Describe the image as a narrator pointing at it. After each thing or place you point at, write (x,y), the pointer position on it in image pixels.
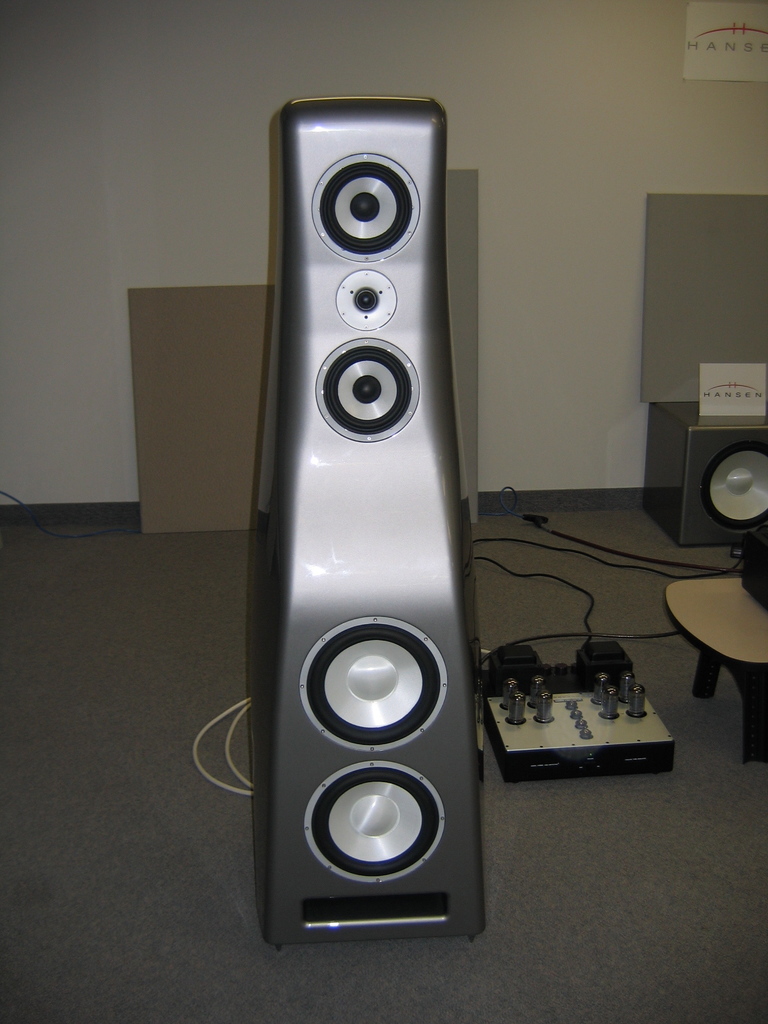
In this picture we can see the floor (277,968) with speakers (674,496), table (683,620), devices (587,649), cables (633,566) and some objects (205,400) on it. In the background (755,28) we can see a poster (720,62) on the wall (420,61).
